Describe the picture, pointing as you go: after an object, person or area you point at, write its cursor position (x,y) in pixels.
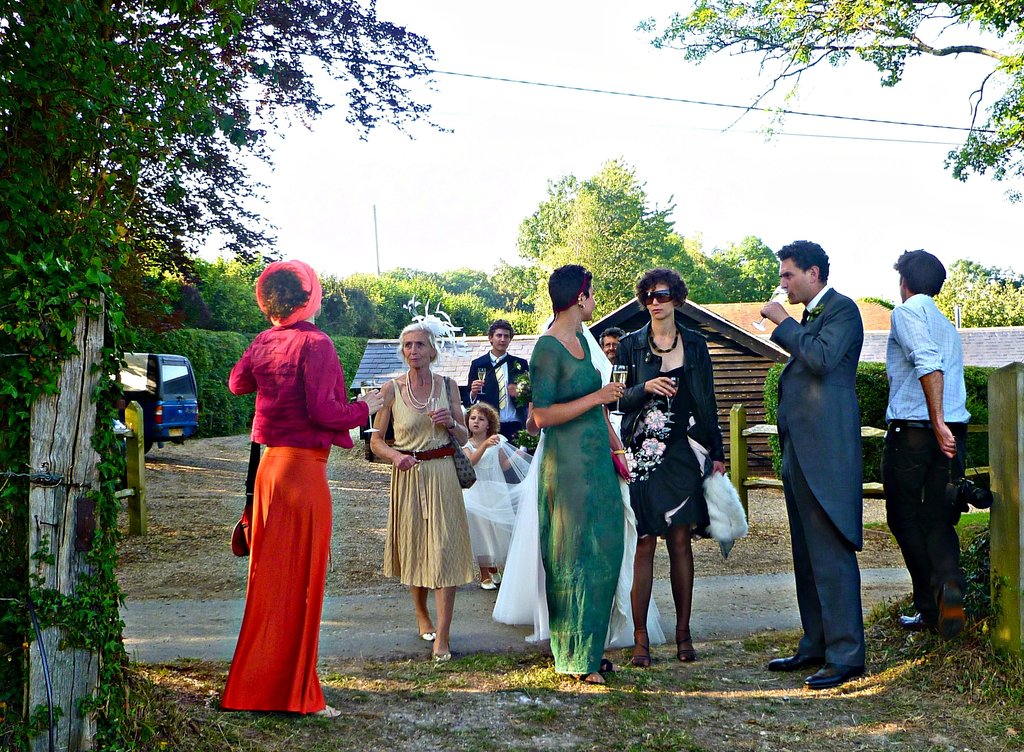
In this image I can see a group of people (648,506) standing and I can see a home (751,358) behind them. I can see trees (283,52), a vehicle (144,381) and some electrical wires (909,125) in this image.
